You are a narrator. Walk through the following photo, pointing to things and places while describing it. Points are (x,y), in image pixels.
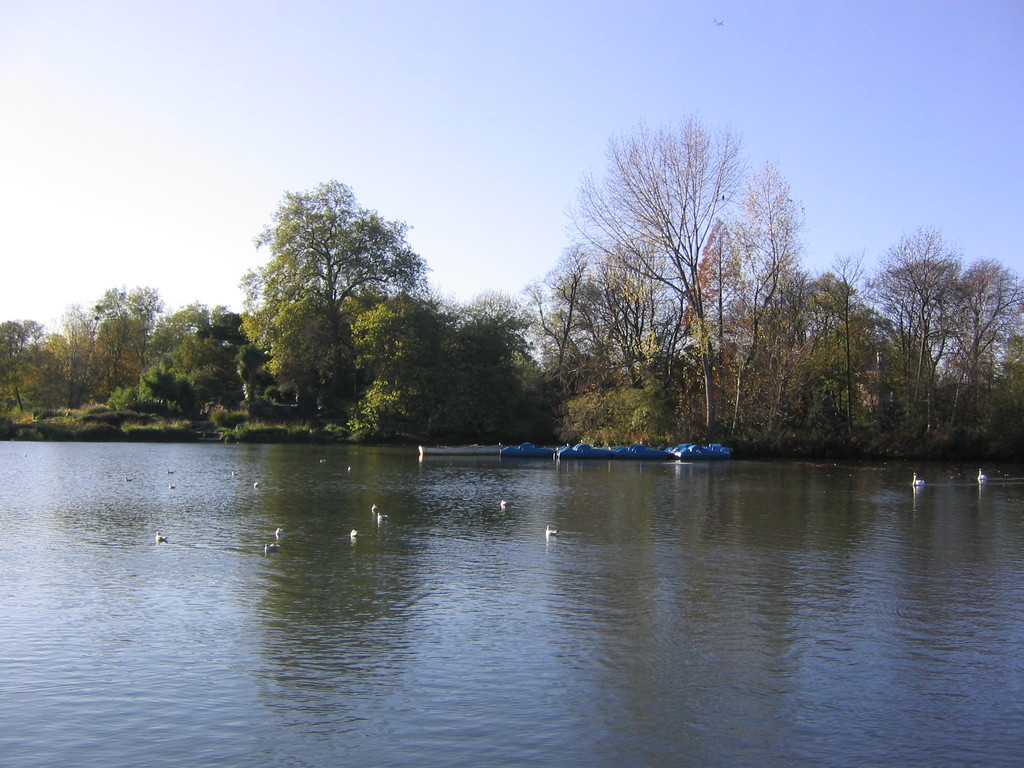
In this picture we can see few boats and birds (555,531) on the water (574,553), in the background (539,392) we can see few trees (603,320).
